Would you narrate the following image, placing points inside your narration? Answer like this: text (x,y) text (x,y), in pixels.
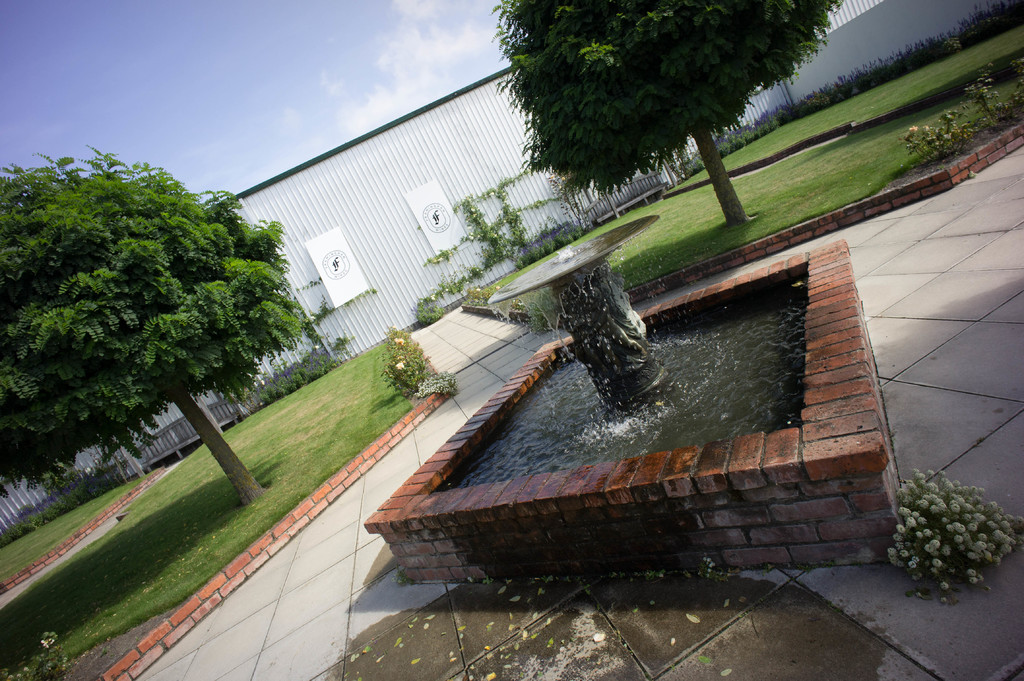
In the image I can see the white boards (354,278) with design (441,225) on it and they are on the shutter (381,208). Here I can see trees (689,87), grass (325,394), brick wall (786,504), water fountain (713,500) and flower plants (954,516). Here I can see footpath (930,357) and the sky (199,113).
